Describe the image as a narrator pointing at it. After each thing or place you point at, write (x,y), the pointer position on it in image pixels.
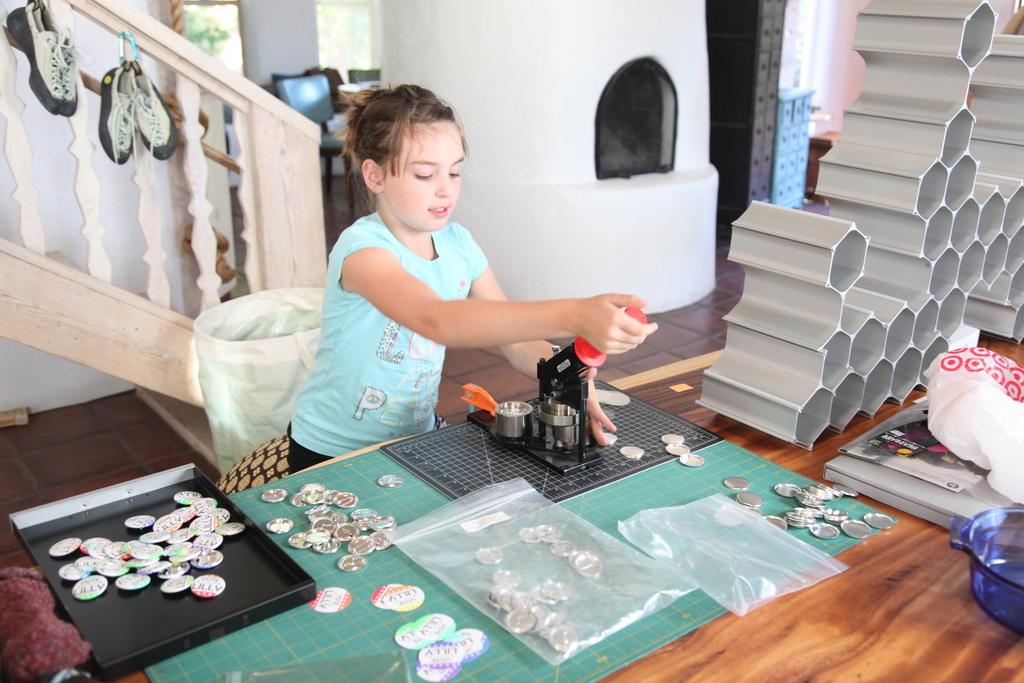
In this picture we can see a person (368,178). This is table (778,658). On the table (762,658) there are covers (733,593) and coins (372,545). This is floor (671,348) and there is a wall (480,119).
